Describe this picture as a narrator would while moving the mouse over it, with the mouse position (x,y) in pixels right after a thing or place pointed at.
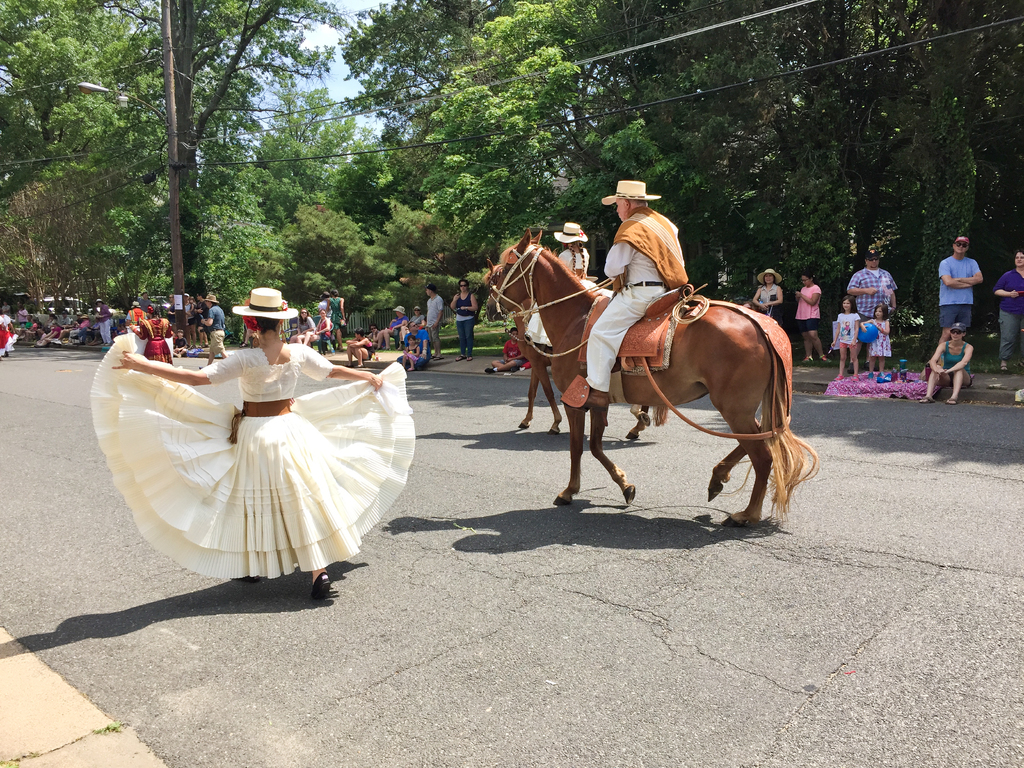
In this image I can see group of people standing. In front (246,415) the person (345,457) is wearing white color dress (361,463) and i can see few persons (642,265) sitting on the horses (682,342), background (318,94) I can see few trees (21,53) in green color and the sky (328,79) is in white and blue color.
